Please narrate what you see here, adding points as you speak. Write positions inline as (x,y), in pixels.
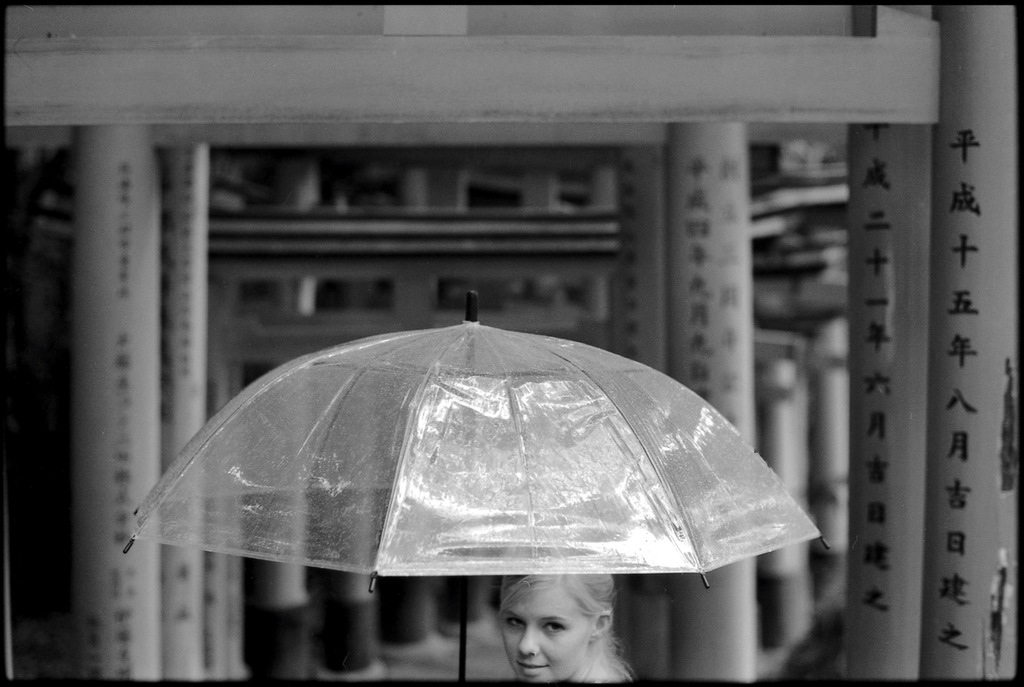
It is a black and white image. In this image at front (768,505) there is a person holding the umbrella (408,438). At the back side (395,323) there is a building (348,151).
